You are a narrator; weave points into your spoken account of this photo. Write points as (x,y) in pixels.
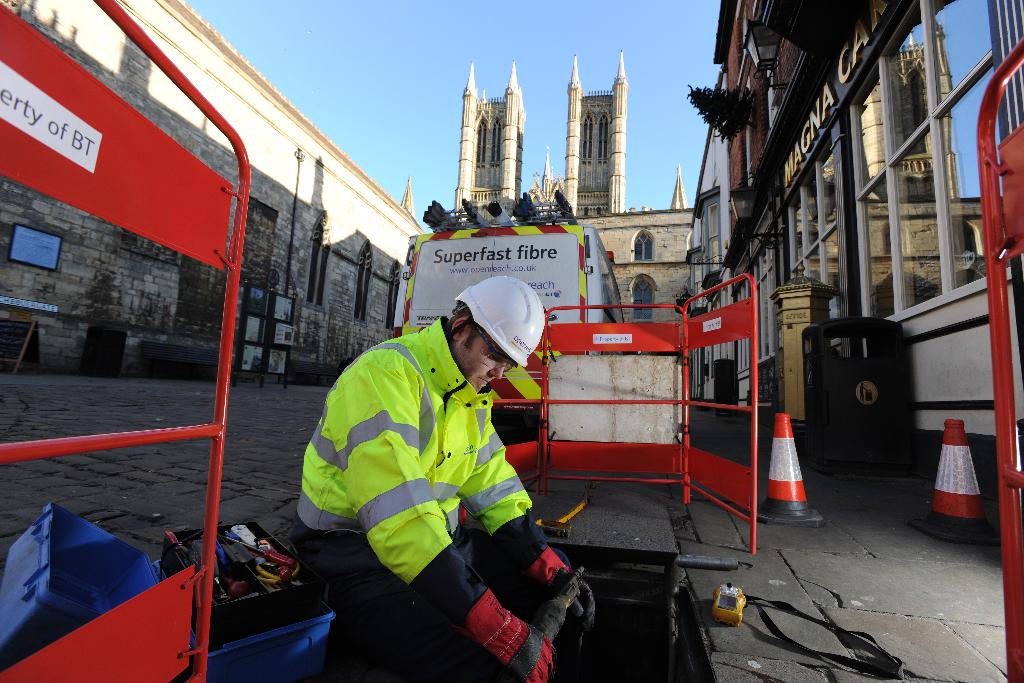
In this image I see a man (505,498) who is wearing uniform (449,445) and I see few boards (57,136) and traffic cones (779,439) over here and I see the path (888,631) and I see few equipment (221,557) over here. In the background (87,21) I see the buildings (87,21) and I see few words (555,283) written on this board (545,251) and I see the blue sky (668,46).
